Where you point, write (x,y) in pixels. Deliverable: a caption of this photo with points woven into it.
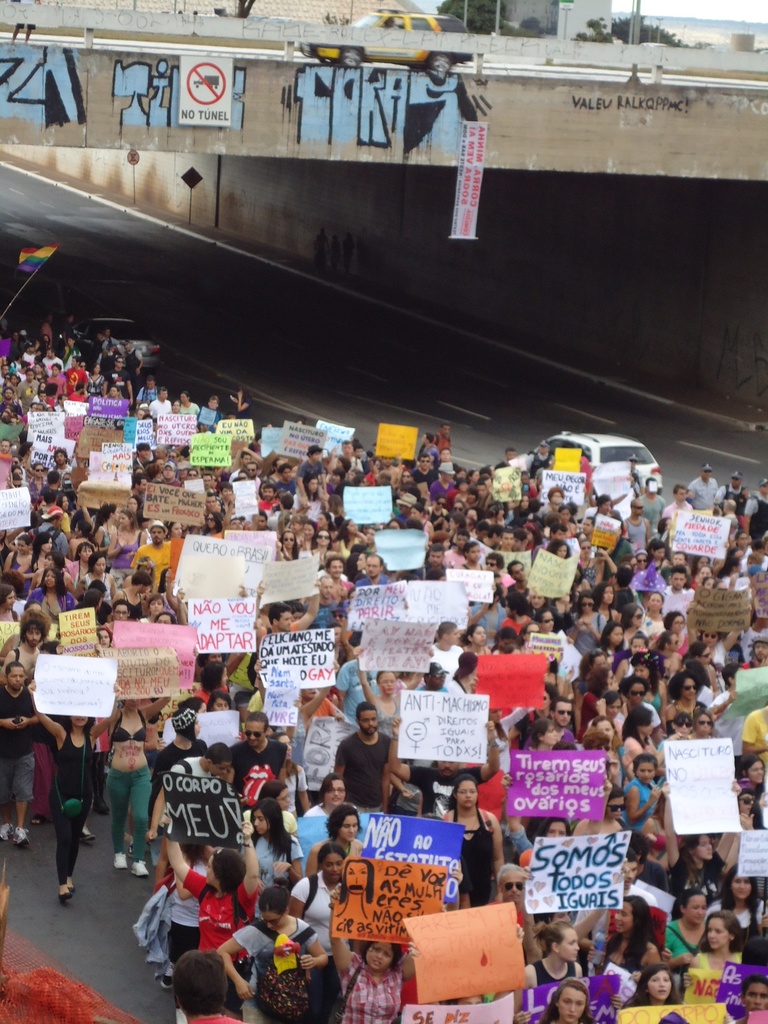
In this picture we can see a group of people (630,956) holding posters (512,959) with their hands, walking on the road (55,921), vehicles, bridge (85,64), some objects (78,991) and in the background (587,31) we can see a building (552,7), trees (609,37).
